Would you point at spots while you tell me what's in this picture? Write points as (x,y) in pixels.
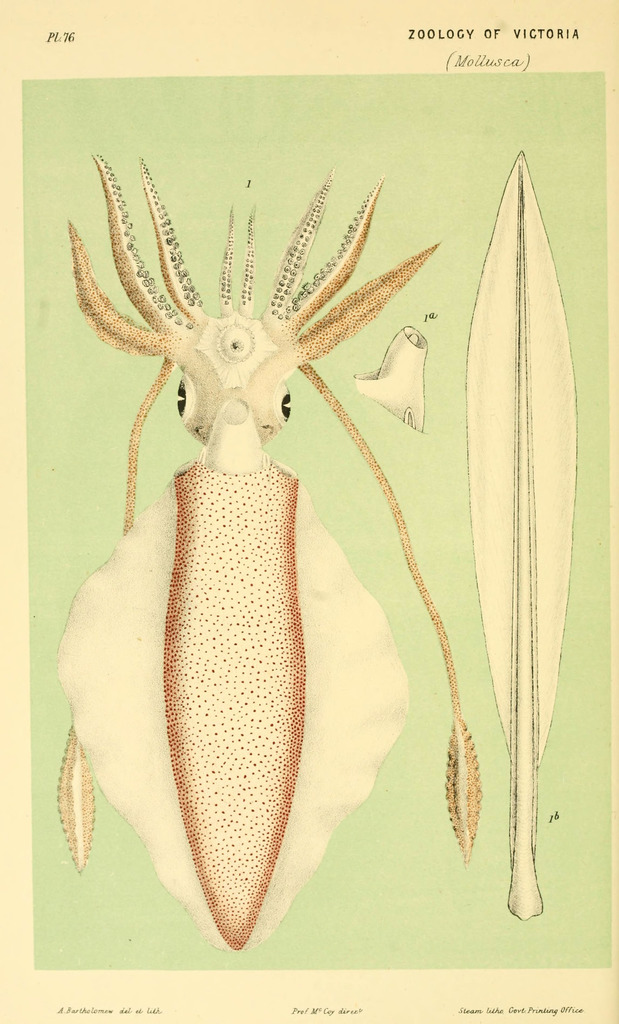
In this image, we can see a picture in that picture there is a squid (249,565).
